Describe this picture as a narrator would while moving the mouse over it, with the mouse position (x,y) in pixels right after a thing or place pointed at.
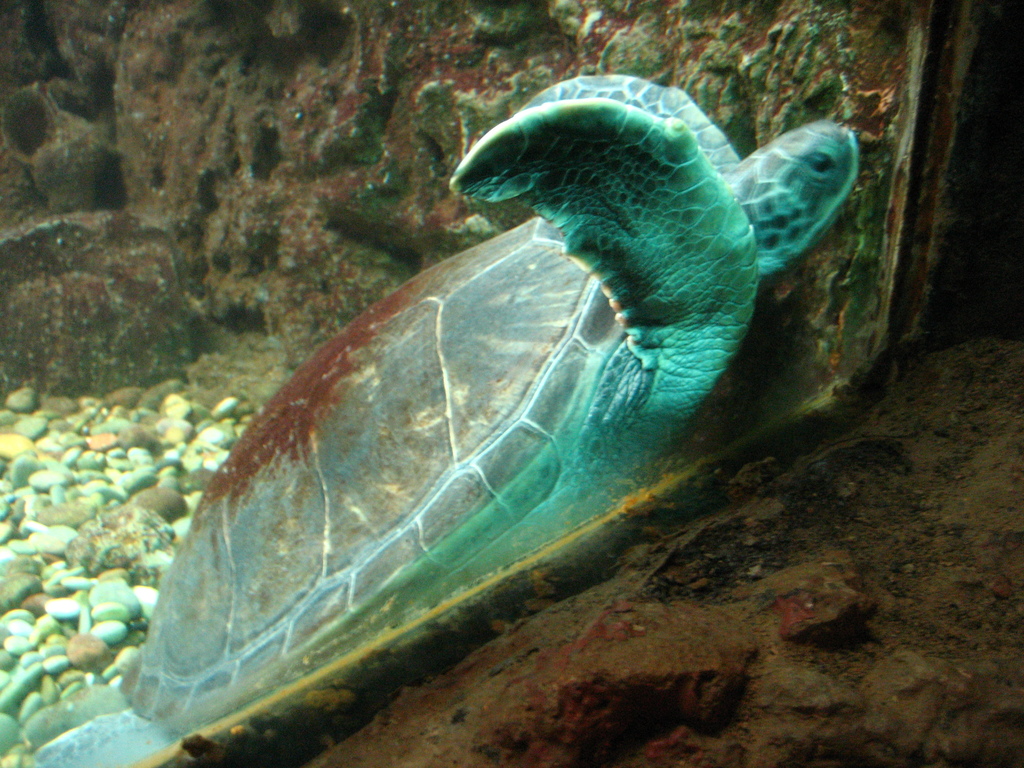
In the picture I can see a sea turtle (508,433), stones (200,444) and a glass wall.
